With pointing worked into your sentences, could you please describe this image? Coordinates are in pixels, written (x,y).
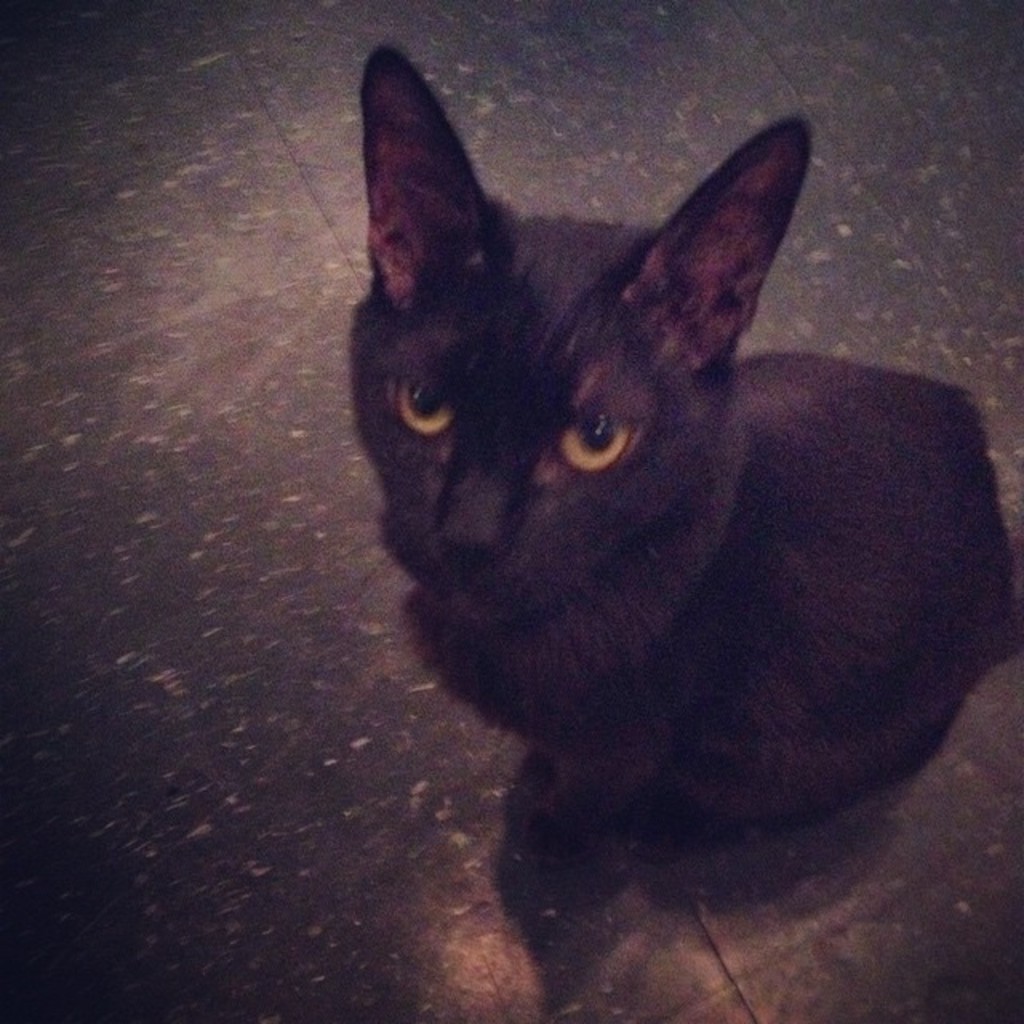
This picture shows a black color cat (756,613) seated on the floor (621,191).
